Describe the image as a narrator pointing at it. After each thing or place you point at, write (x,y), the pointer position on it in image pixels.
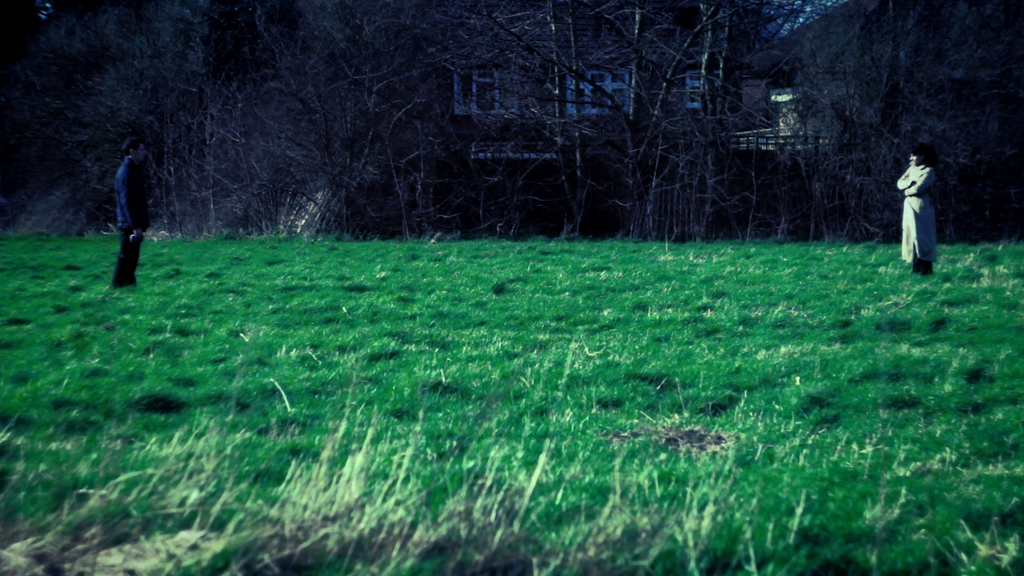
In the foreground of this image (363,407), there is grass (331,411). On the left (142,170), there is a man (137,250) and on the right (906,241), there is a woman (906,241) standing. In the background (632,119), there are trees (400,81) and it seems like buildings (768,96) behind it.
